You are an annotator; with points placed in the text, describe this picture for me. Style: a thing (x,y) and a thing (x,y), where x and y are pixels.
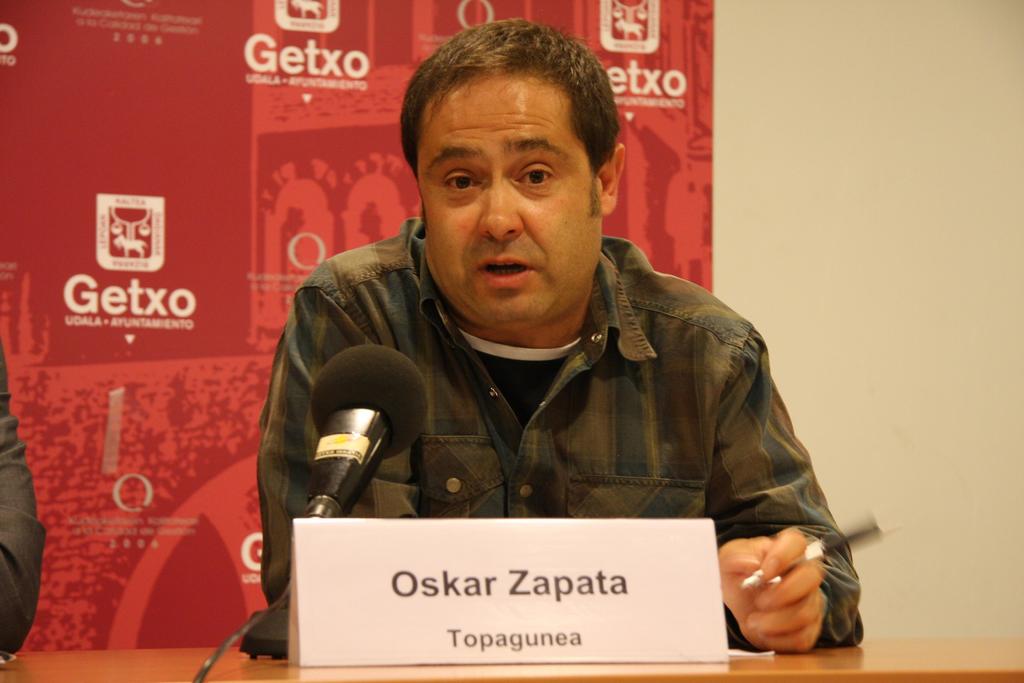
This person (485,371) is holding a pen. In-front of this person (439,491) there is a table (142,655), on this table (505,676) there is a name board (445,595) and mic (366,432). In-front of this wall (714,242) we can see a red hoarding (104,172).
